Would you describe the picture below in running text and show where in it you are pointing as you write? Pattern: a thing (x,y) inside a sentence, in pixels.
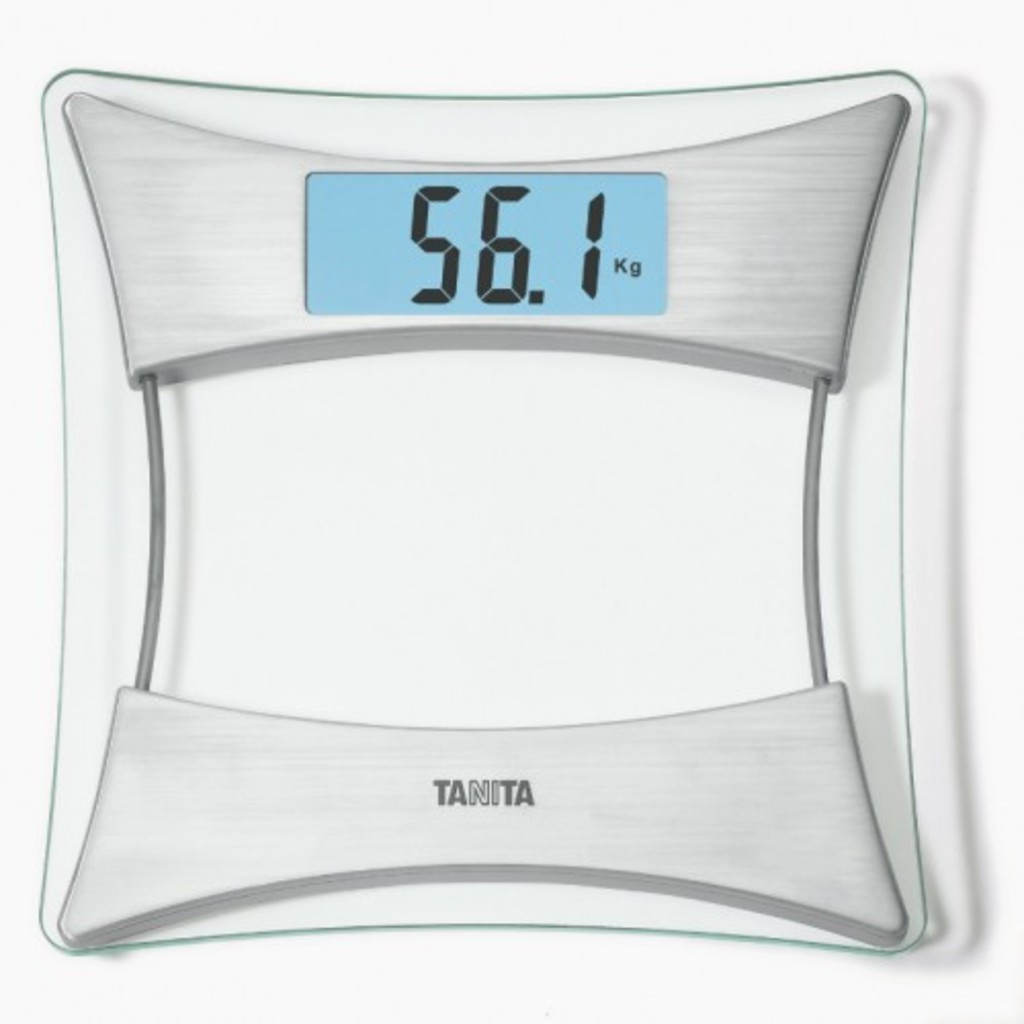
In the picture I can see digital weighing scale (504,379) and the background of the image (10,696) is in white color. Here we can see LED display screen (507,195) and logo (474,788) at the bottom of the machine (440,770).
